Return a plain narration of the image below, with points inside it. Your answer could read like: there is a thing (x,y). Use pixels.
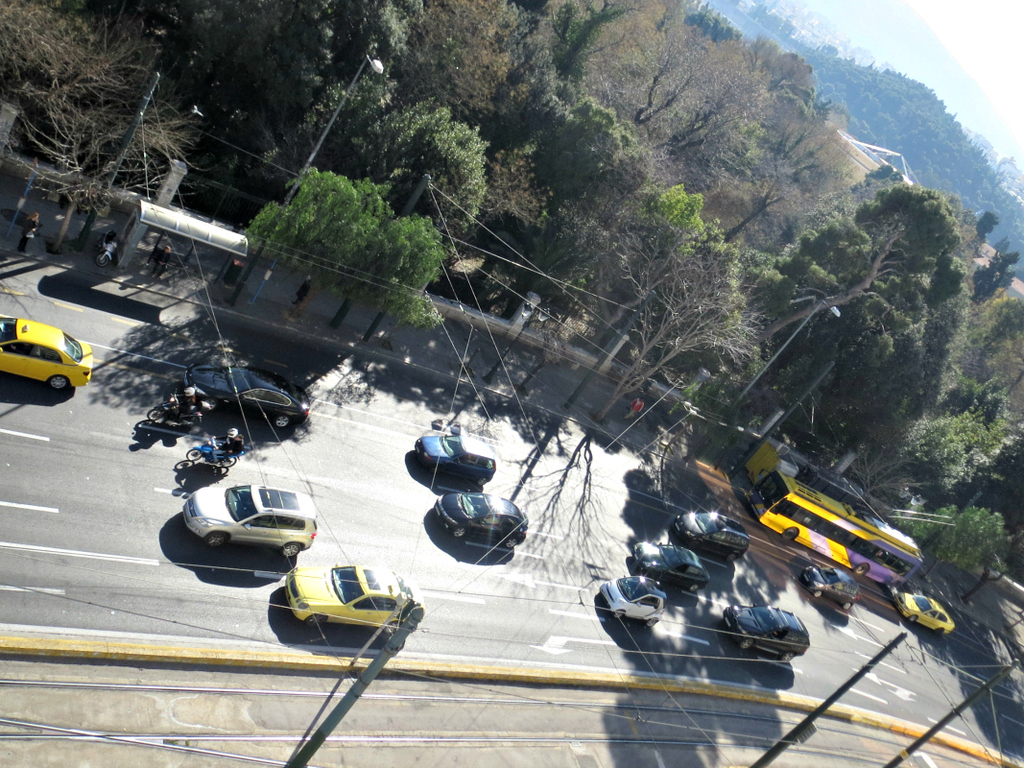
In this image we can see some cars (475,445) on the road (595,485) and around there are some trees (65,77), plants (993,399), mountains (796,41) and some poles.
